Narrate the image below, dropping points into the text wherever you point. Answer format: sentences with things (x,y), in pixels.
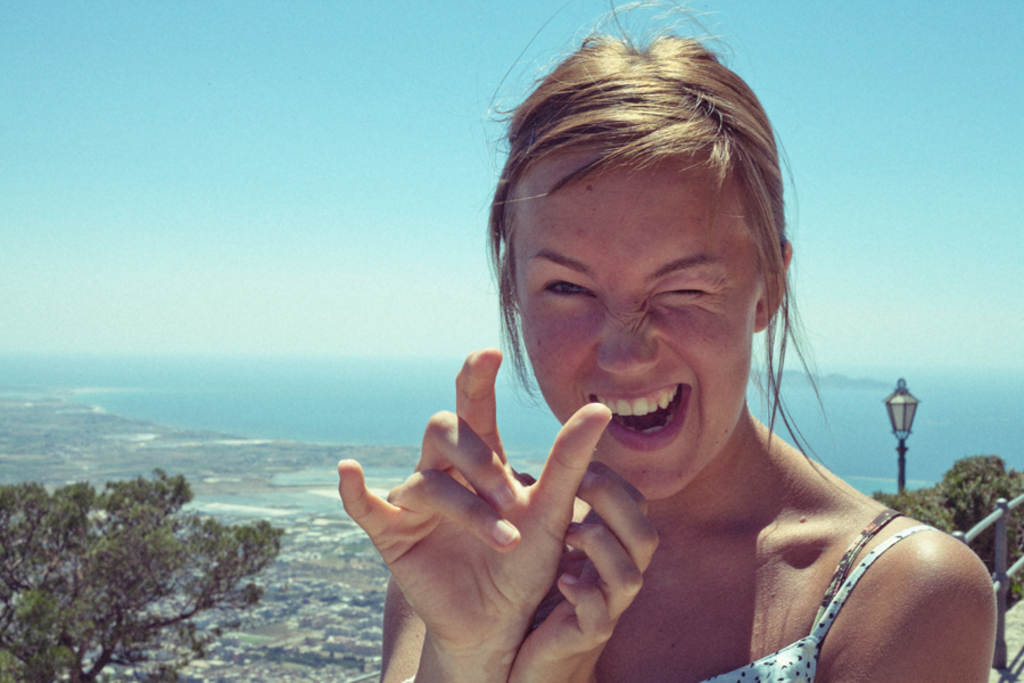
In this picture we can see a woman (579,406), behind her we can see few trees (971,482), a light (907,408) and few metal rods (1000,607).
